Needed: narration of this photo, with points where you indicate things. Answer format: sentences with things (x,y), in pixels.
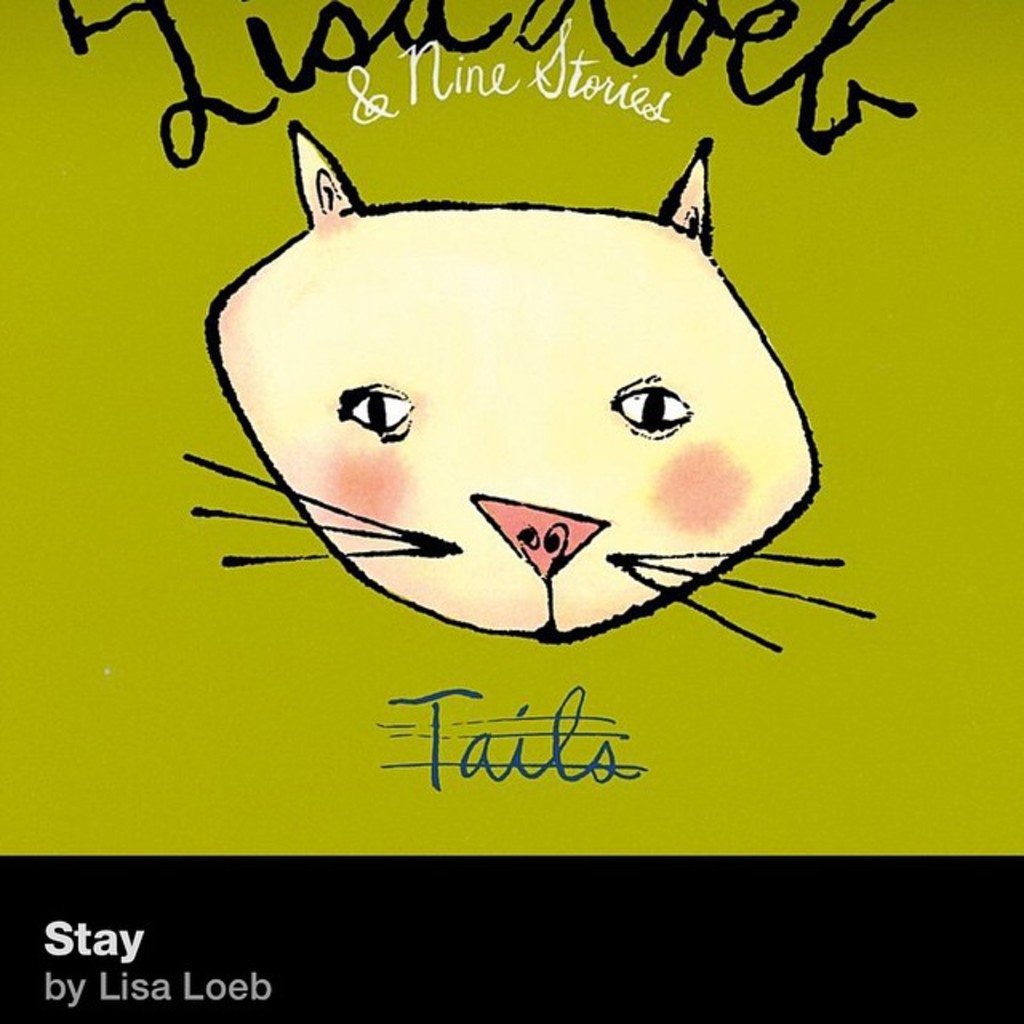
In this image there is a drawing (324,430) of face (508,442) of an animal (581,483) and there is some text (434,1) written on it.
